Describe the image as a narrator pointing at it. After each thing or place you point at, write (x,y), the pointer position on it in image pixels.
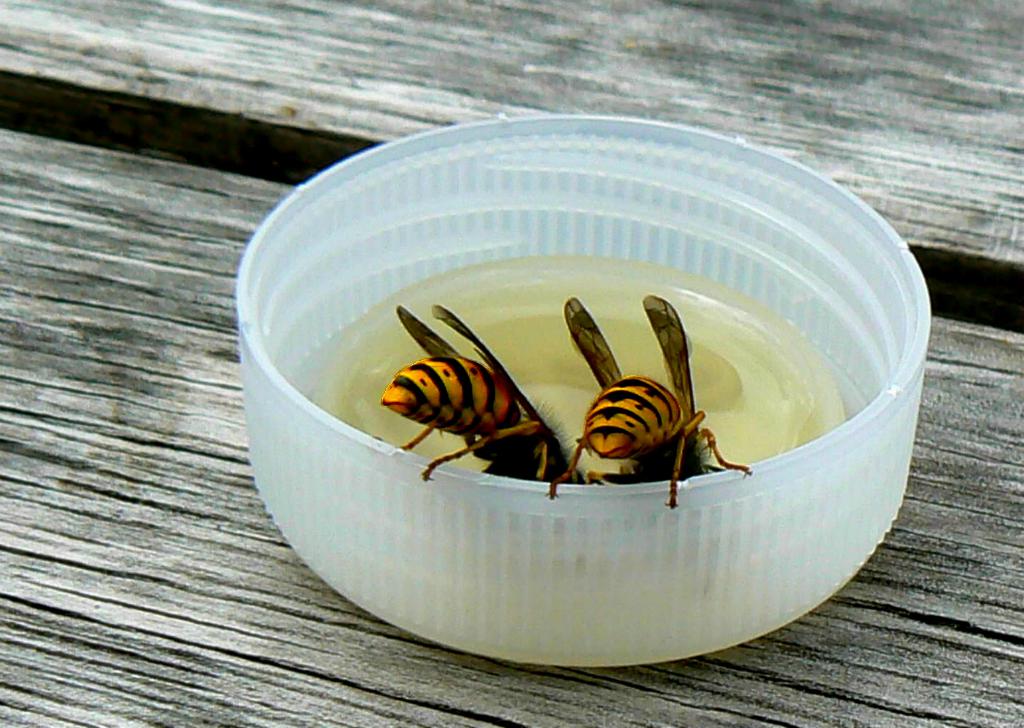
In this image we can see two insects (635,438) on a plastic container (639,533). In the container (622,544) we can see the liquid (704,393). The container (907,340) is placed on a wooden surface (196,612).
